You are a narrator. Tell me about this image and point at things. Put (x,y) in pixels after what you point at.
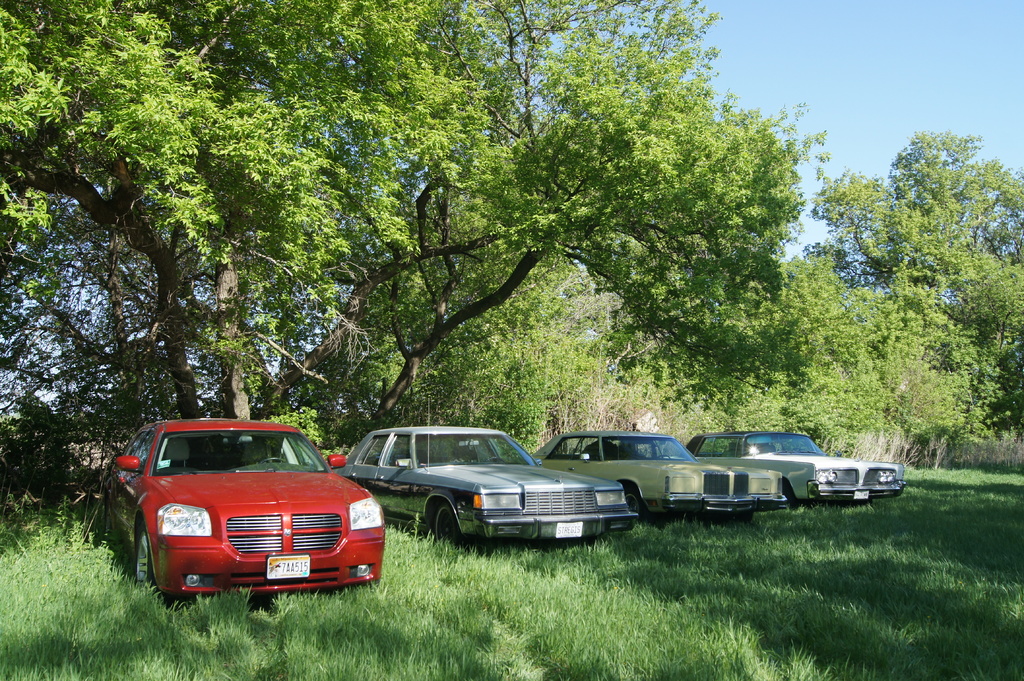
There are four cars (505,519), which are parked. These are the trees (337,262) with branches (674,344) and leaves (761,307). I can see the grass (131,584), which is green in color. This is the sky (827,70).
